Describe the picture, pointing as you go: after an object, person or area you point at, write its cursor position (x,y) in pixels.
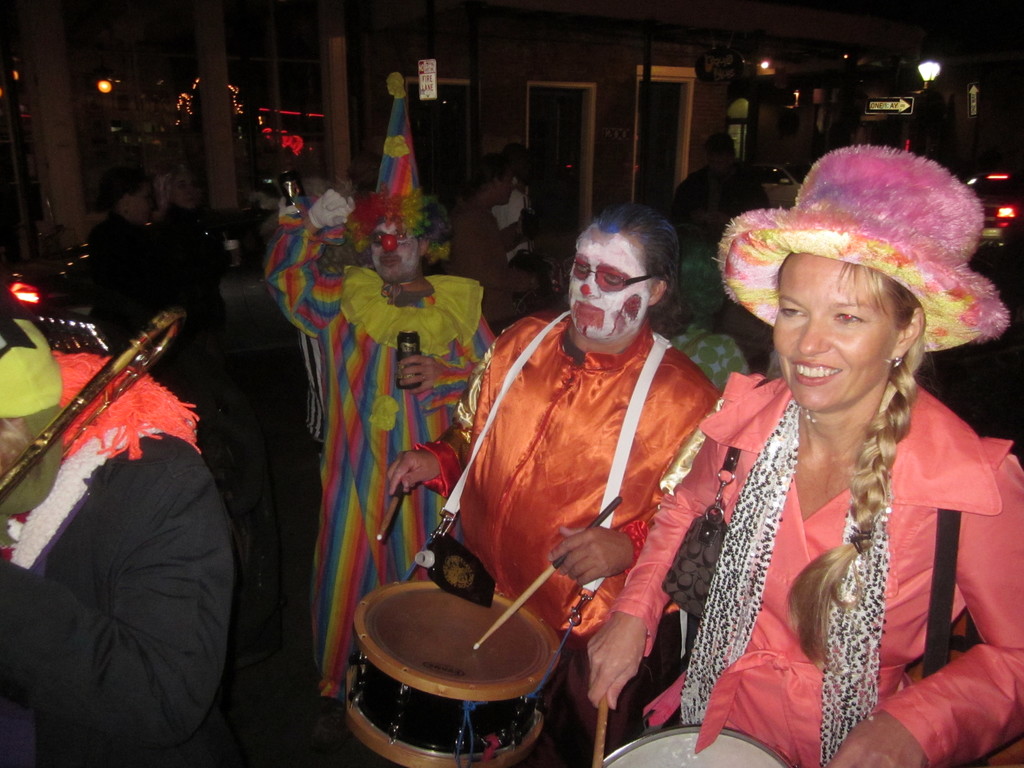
In this image we can see this two persons (745,465) are playing drums (689,753). This person (13,392) is playing trumpet (91,400). In the background (246,200) we can see many people (497,160) and a building (536,121).
